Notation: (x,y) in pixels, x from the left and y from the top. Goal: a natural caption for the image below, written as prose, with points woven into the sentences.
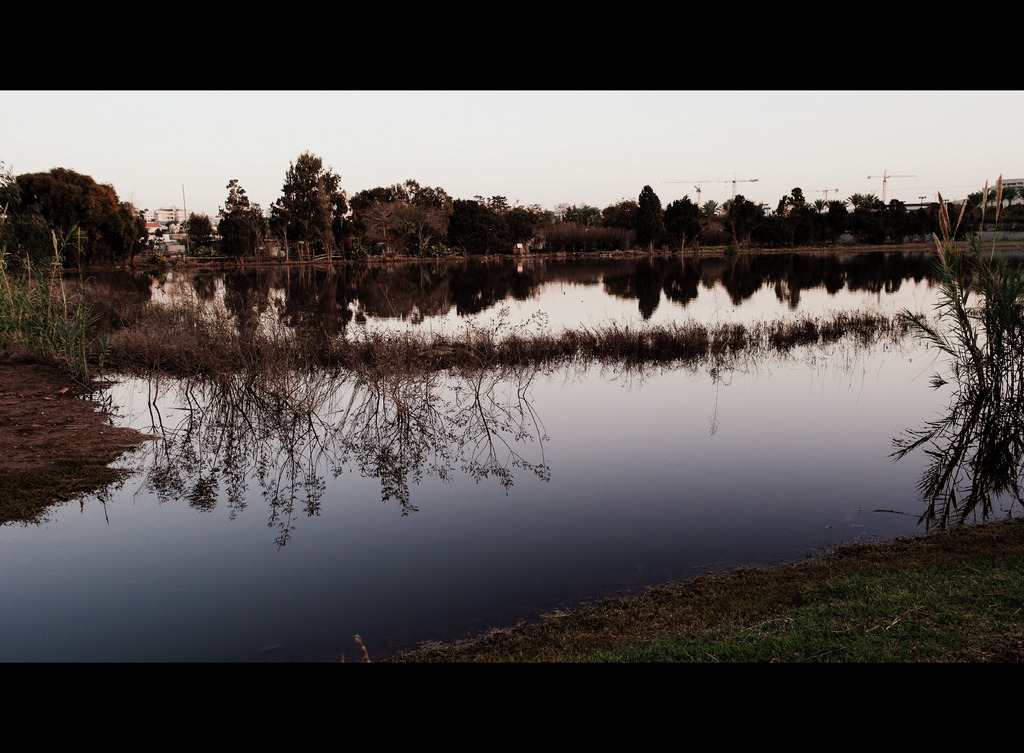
This is an edited image. In the middle of the image (602,405) there is a pond (445,387). In the background (173,250) there are many trees (247,215) and buildings (155,216). At the top of the image (443,142) I can see the sky (228,143). On the right side (752,181) there are few cranes (885,178).
